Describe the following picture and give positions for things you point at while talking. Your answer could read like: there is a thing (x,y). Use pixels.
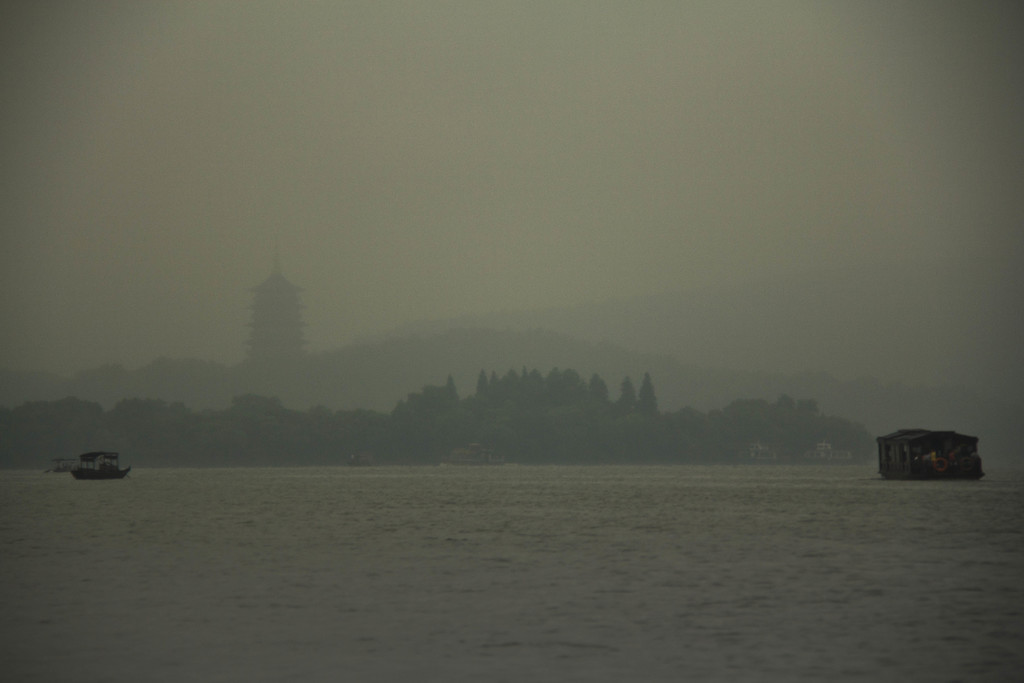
In the picture I can see boats (968,462) on the water (172,533). In the background (447,404) I can see trees (490,418), a building (280,332) and the sky (466,137).
